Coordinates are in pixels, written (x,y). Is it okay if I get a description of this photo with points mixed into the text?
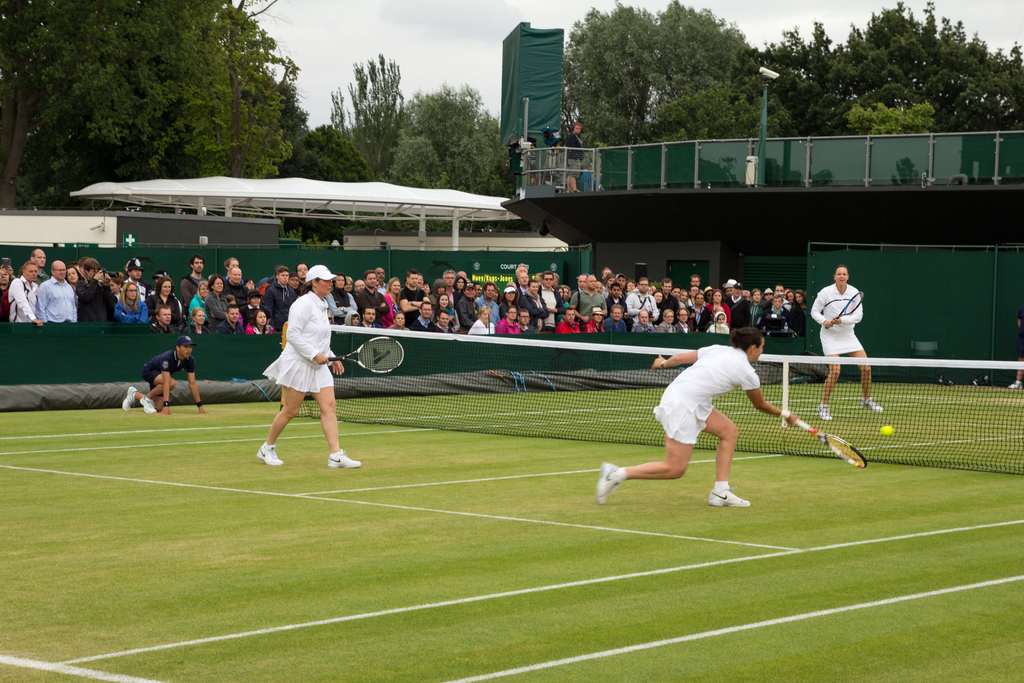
In this image, we can see people (314,386) playing tennis and in the background (189,130), there are trees (310,224), sheds (278,204), lights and there is a crowd (613,292).
